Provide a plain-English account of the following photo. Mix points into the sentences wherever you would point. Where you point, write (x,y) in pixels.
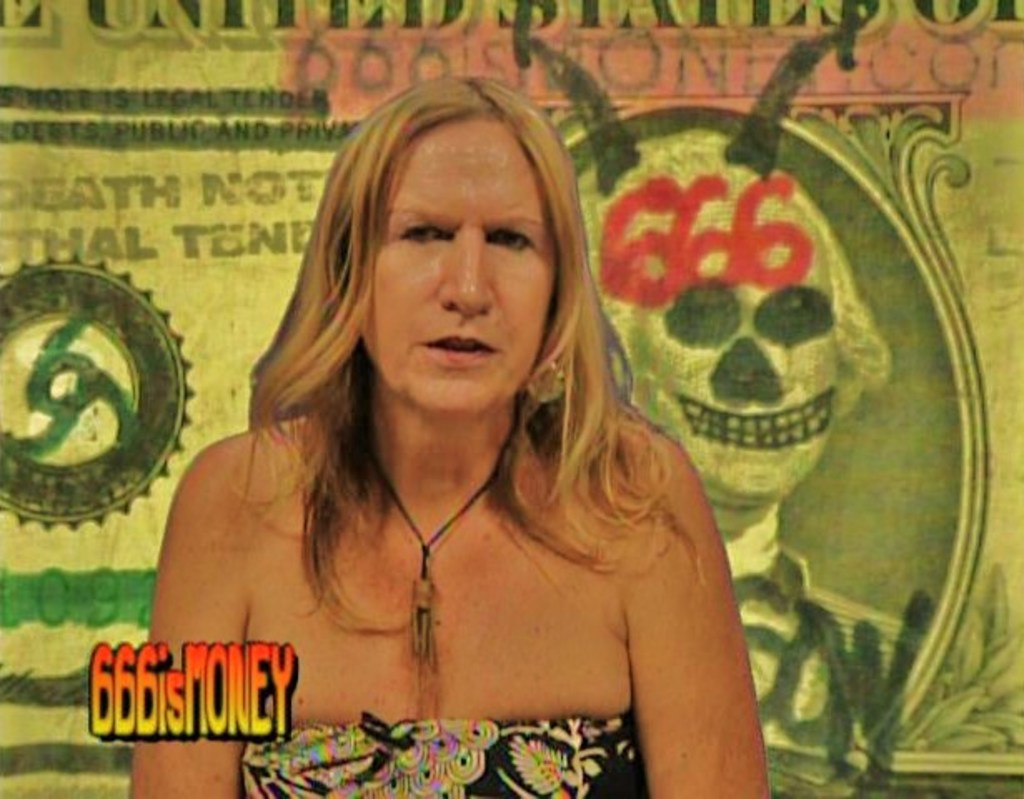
In this image I can see the person (392,515) with the dress (368,737). In the background (753,326) I can see the banner (778,424) and something is written on it.
